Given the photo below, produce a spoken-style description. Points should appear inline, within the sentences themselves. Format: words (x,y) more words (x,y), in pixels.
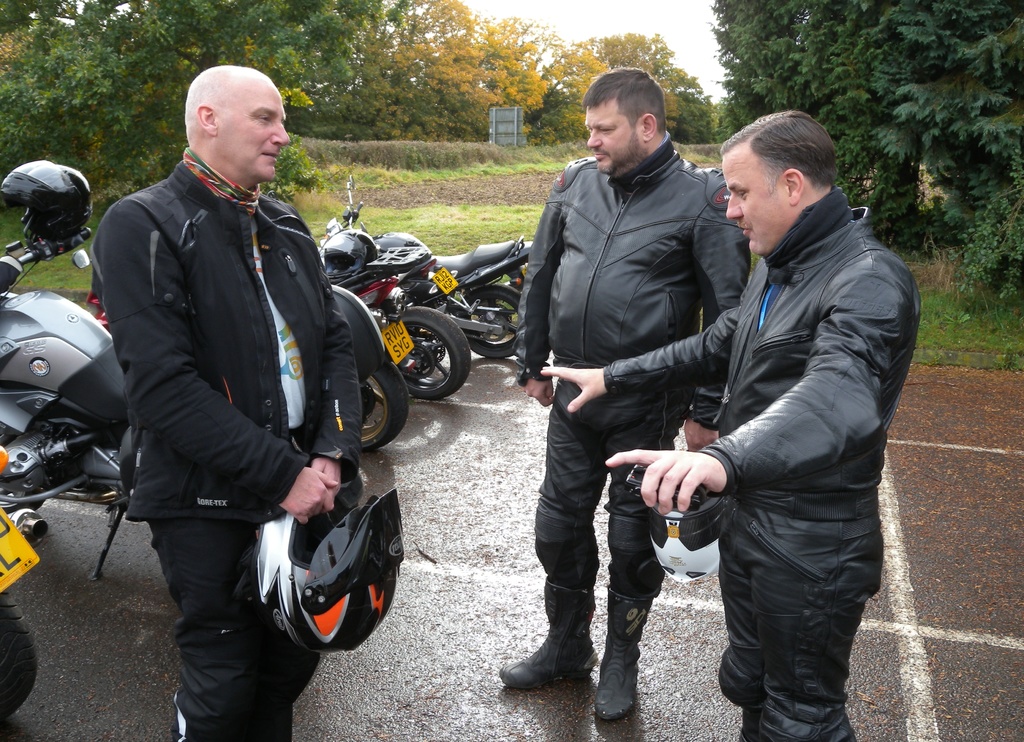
As we can see in the image in the front (200,680) there are three people (306,293) wearing black color dresses (194,396). The person (357,486) on the left side (216,475) is holding a helmet (306,590). There are motorcycles (60,396), grass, trees (94,104) and sky (610,24).
